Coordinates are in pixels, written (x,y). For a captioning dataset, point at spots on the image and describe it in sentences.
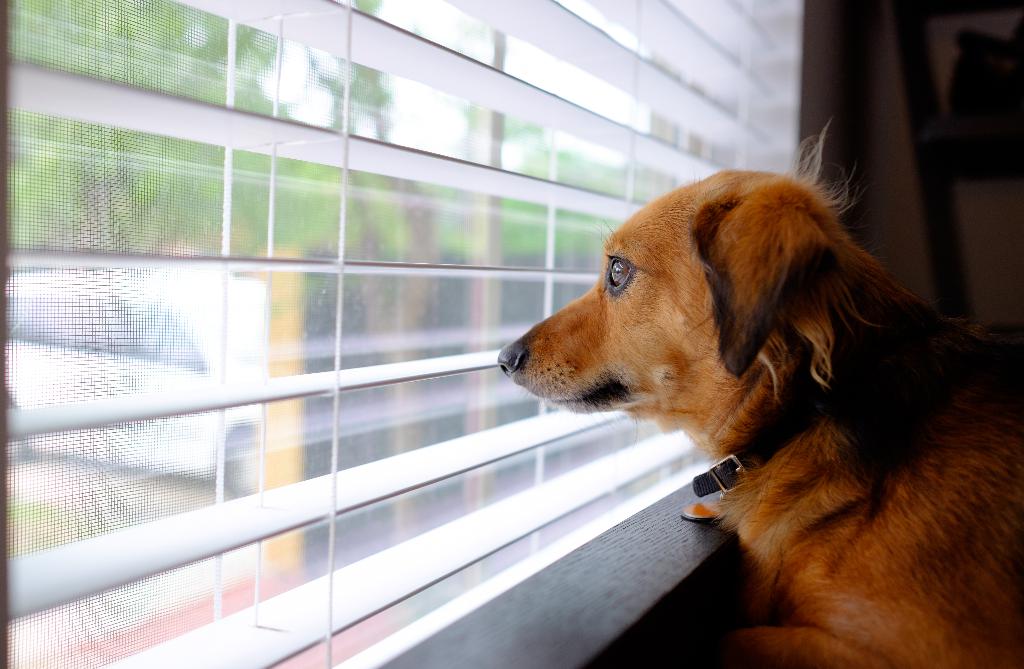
There is a dog (729,348), in front of this dog (677,323) we can see glass window (424,325), through this glass window (391,223) we can see trees (432,236), car (84,376) and sky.
